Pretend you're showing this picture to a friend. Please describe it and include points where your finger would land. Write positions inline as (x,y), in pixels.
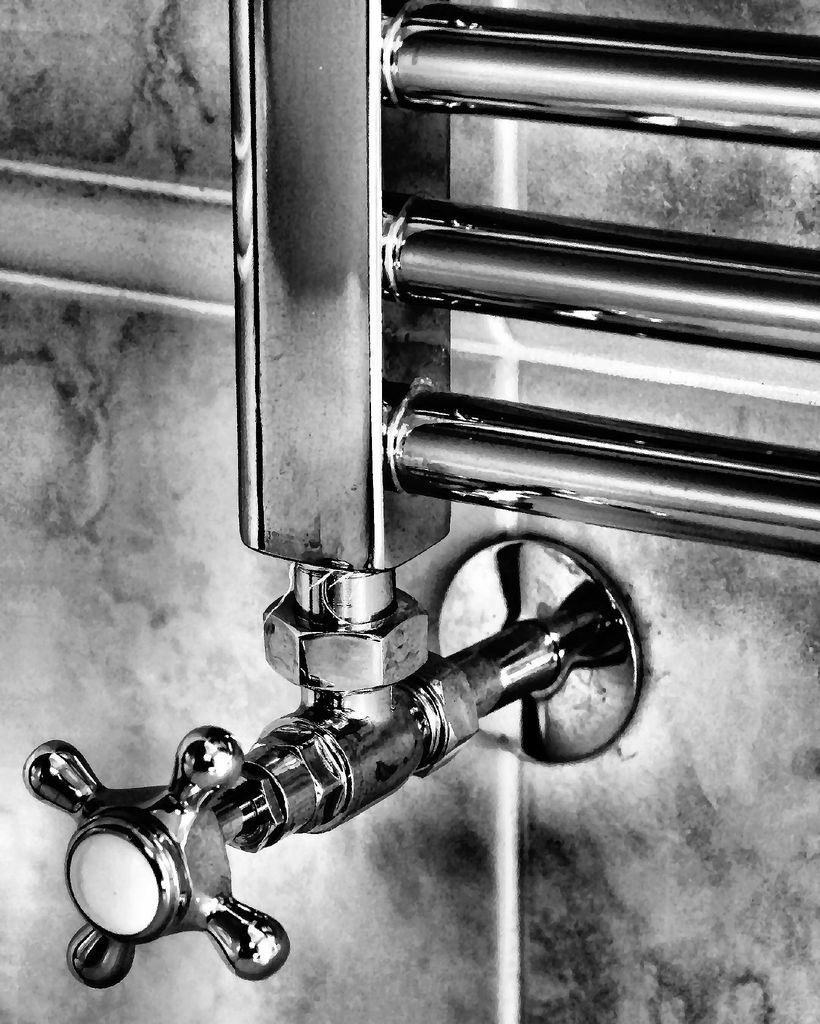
In this image we can see a tap (337,642), pipes (361,427), also we can see the wall (184,91), and the picture is taken in black and white mode.
